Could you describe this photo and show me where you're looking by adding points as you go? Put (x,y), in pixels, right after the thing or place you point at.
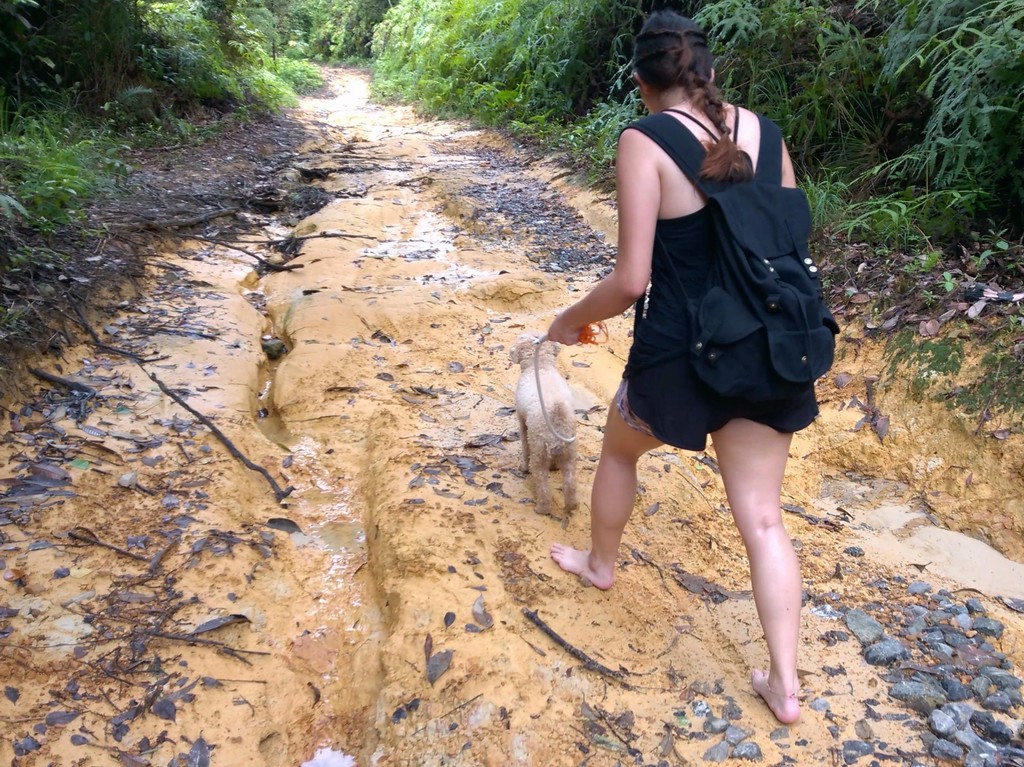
In this image we can see a woman (655,361) holding a dog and we can also see plants (471,20), stones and sand (358,138).
